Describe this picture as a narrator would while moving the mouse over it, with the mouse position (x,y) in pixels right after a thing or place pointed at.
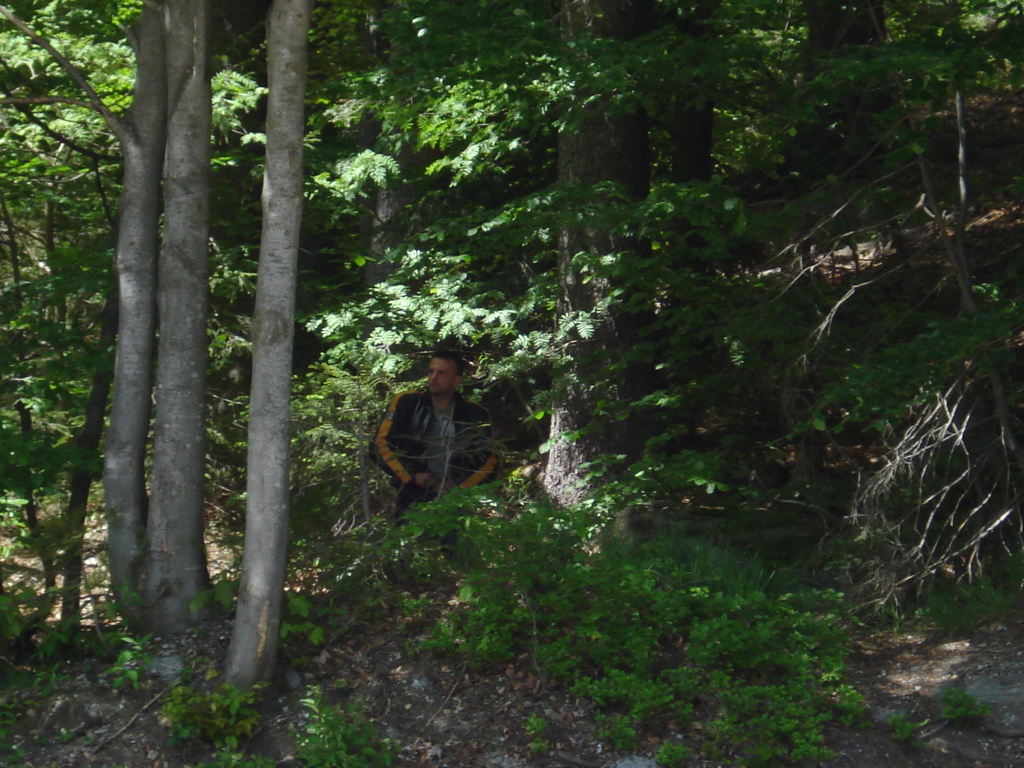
In this image we can see a man (412,431) standing on the ground (79,656). In the background (695,284) there are trees (385,376).
